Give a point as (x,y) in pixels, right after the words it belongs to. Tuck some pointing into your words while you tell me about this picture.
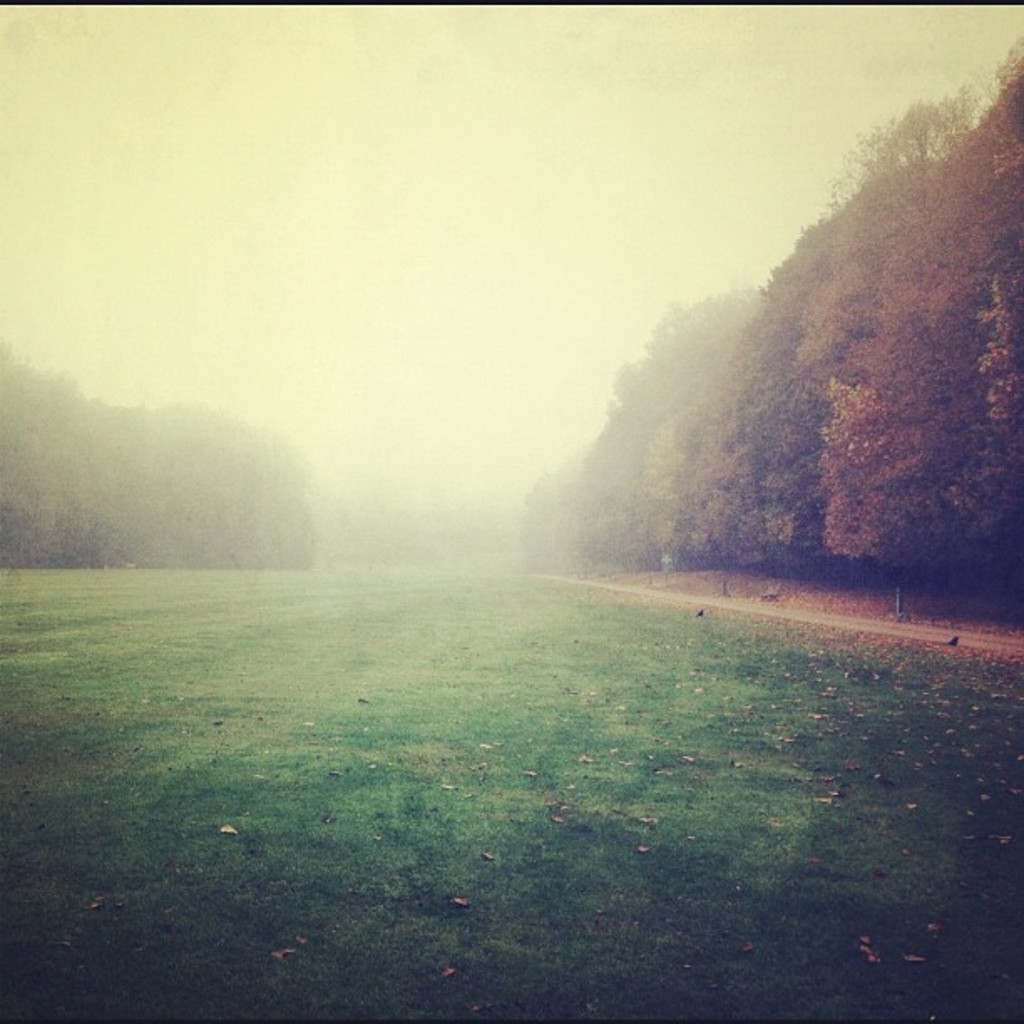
In this image we can see the ground (388,713) covered with grass (386,600), there are some trees (642,455) and in the background (367,287) we can see the sky (112,371).
